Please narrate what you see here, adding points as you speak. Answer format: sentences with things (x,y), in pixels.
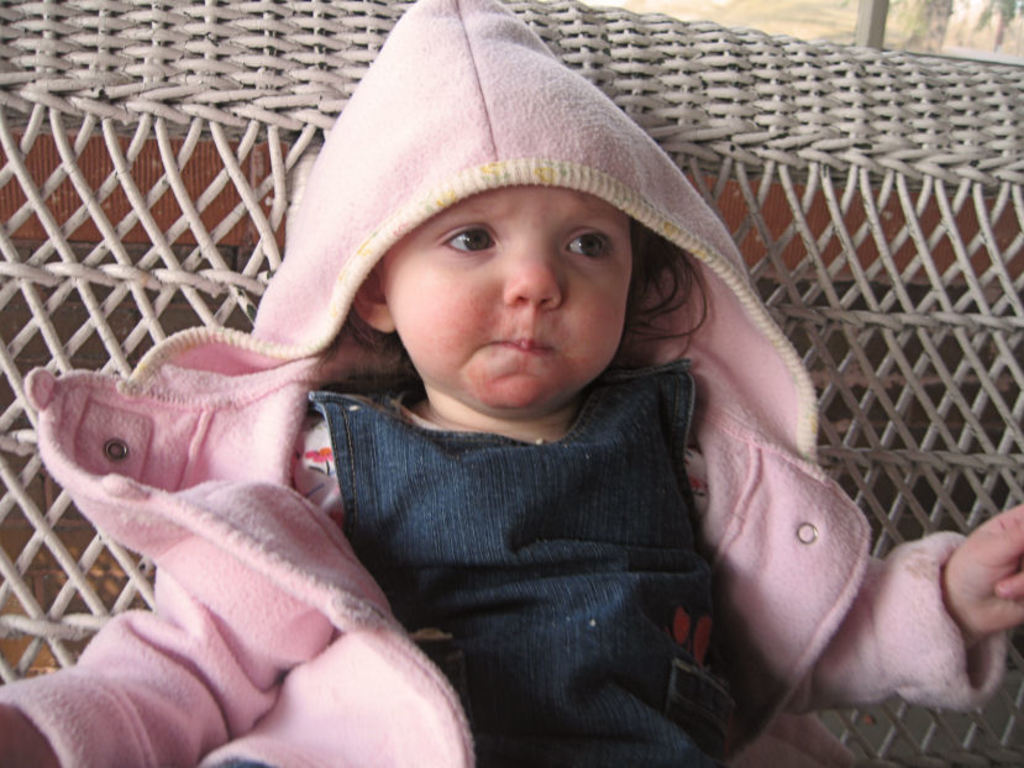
In this image there is a kid (528,409) sitting in the sofa (867,368). The kid (265,481) is wearing the pink sweater (767,488).
